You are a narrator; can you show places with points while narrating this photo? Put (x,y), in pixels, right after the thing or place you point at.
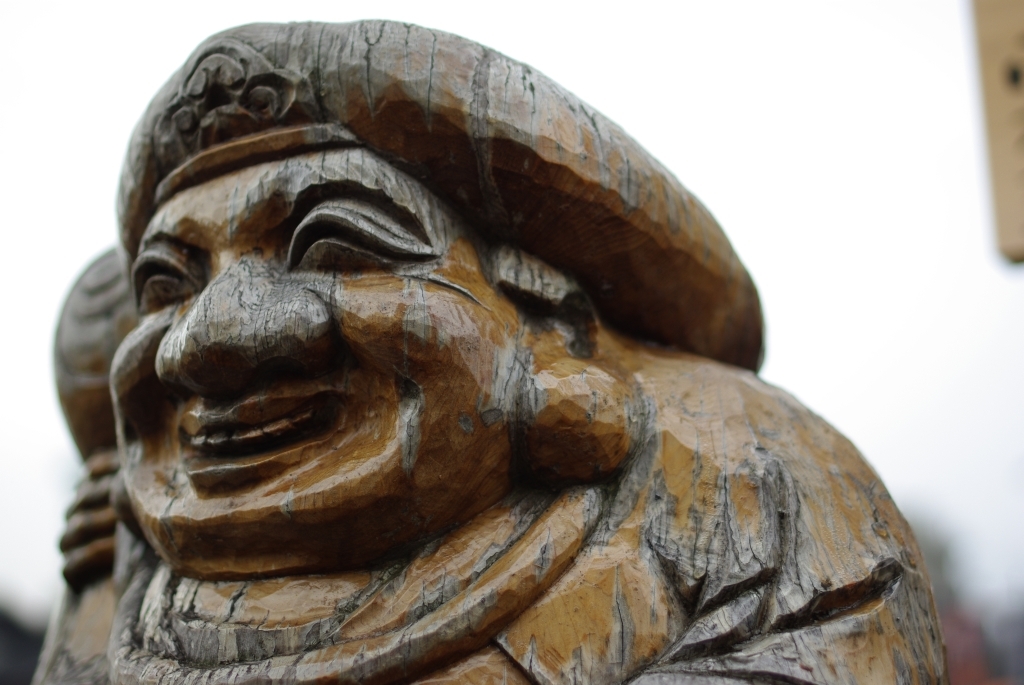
In this image we can see a statue (577,405).
